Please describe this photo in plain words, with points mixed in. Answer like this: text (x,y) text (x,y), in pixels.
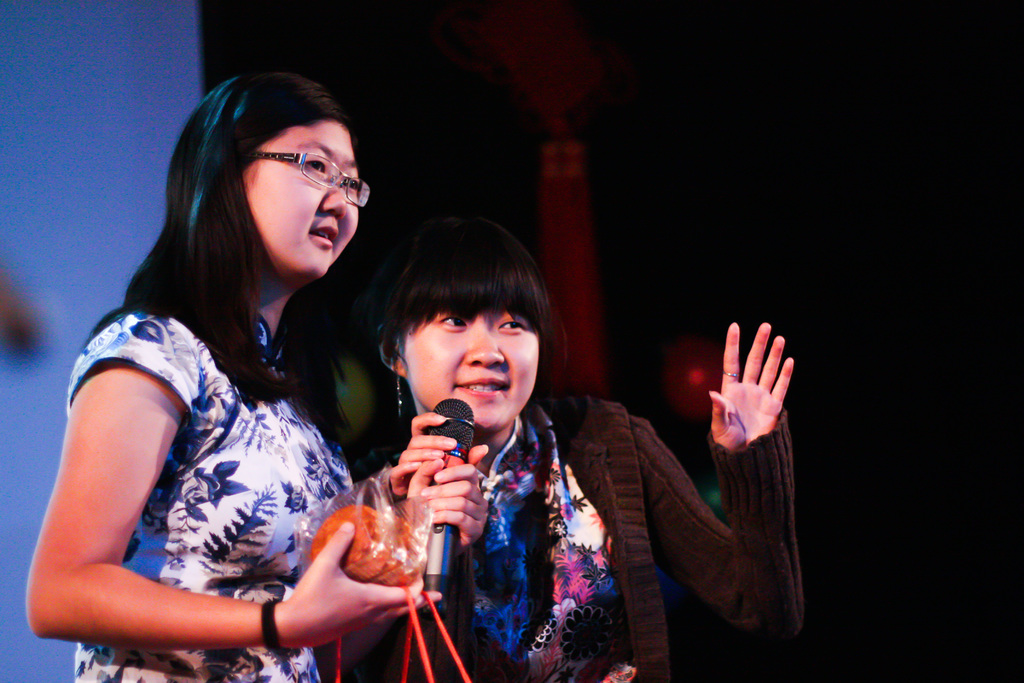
In this image, we can see 2 women (270,608) are standing. Left side (143,473) image, we can see women (177,448) wear a white color dress (255,459). She hold packets (382,539) and microphone (439,539) on his left hand (443,490). She wear glasses (307,171). She leaves her hair (207,248). In the middle of the image (492,410), women (617,507) wear a sweater (647,596), colorful dress (596,627). She wear a ring (736,372) on his left hand (736,376). The background, we can see a screen (106,110). Here we can see a hangings (555,185).
